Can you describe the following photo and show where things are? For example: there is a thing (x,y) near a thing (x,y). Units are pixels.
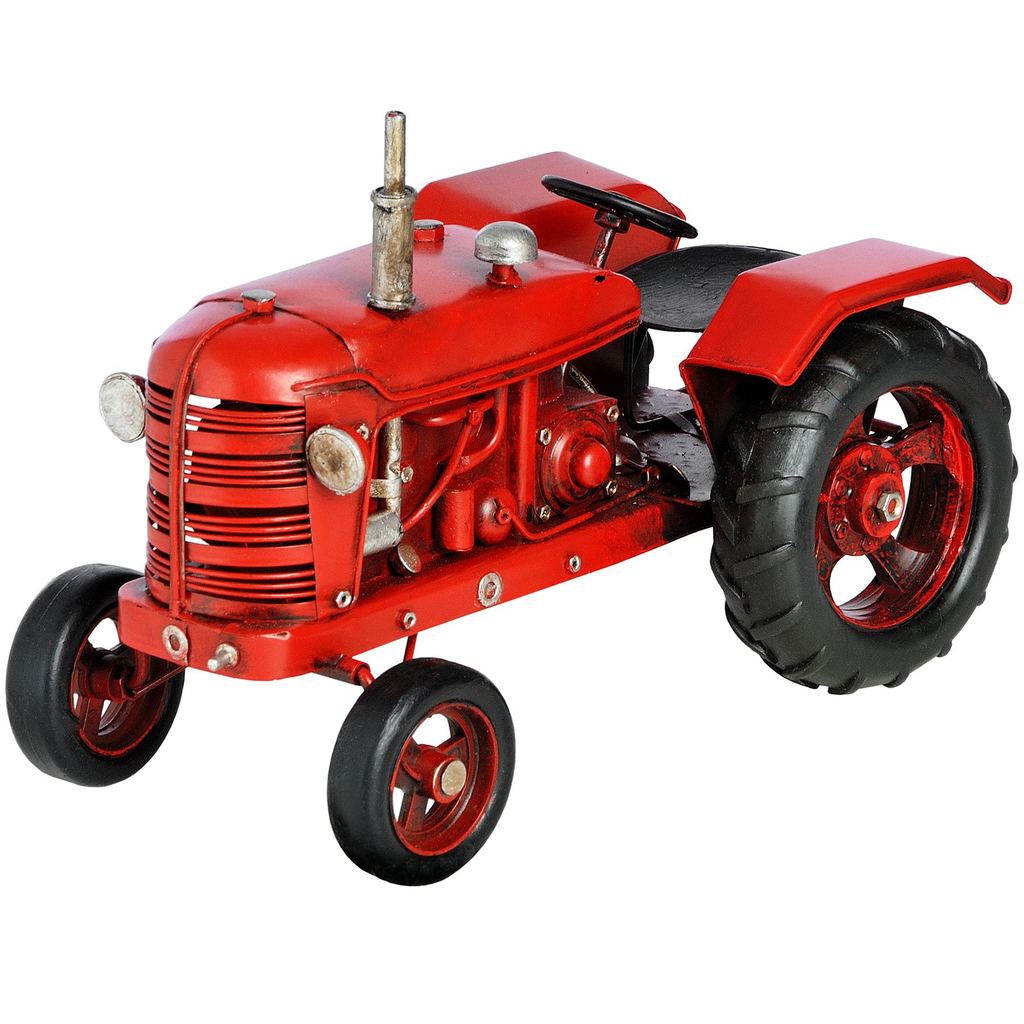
In this image we can see a red colored tractor (976,514) and the background (55,107) is white in color.
